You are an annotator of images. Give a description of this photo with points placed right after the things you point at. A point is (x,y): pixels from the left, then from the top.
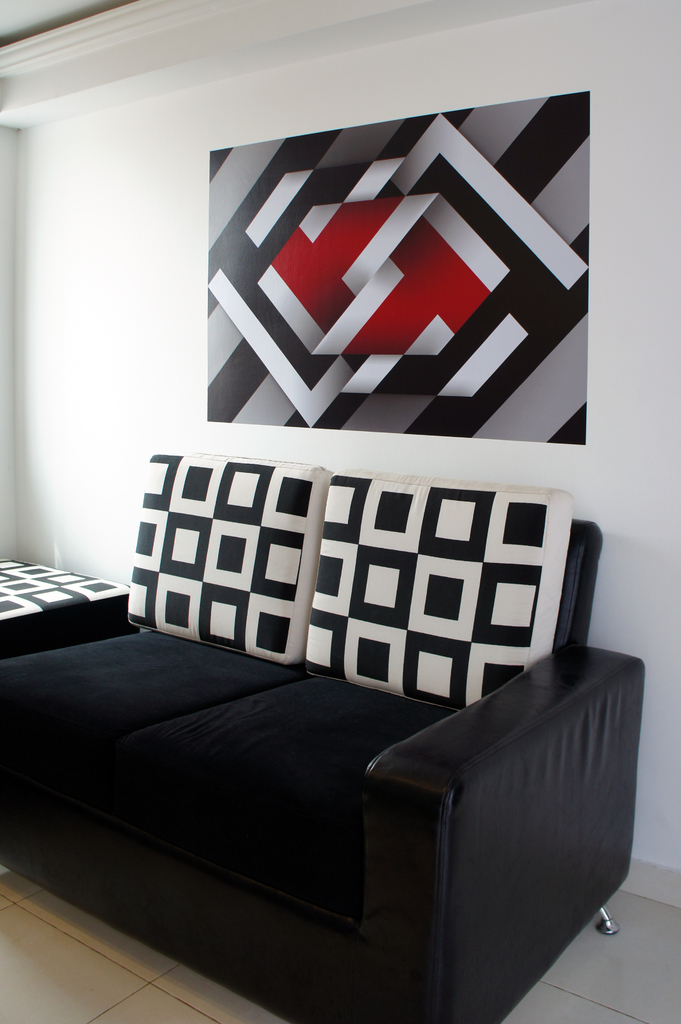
There is a sofa (230,695) in the room (252,730) in black color and white pillows (329,632). And there is a wall (390,470) behind the sofa (239,729) and some painting (374,266) on it.
